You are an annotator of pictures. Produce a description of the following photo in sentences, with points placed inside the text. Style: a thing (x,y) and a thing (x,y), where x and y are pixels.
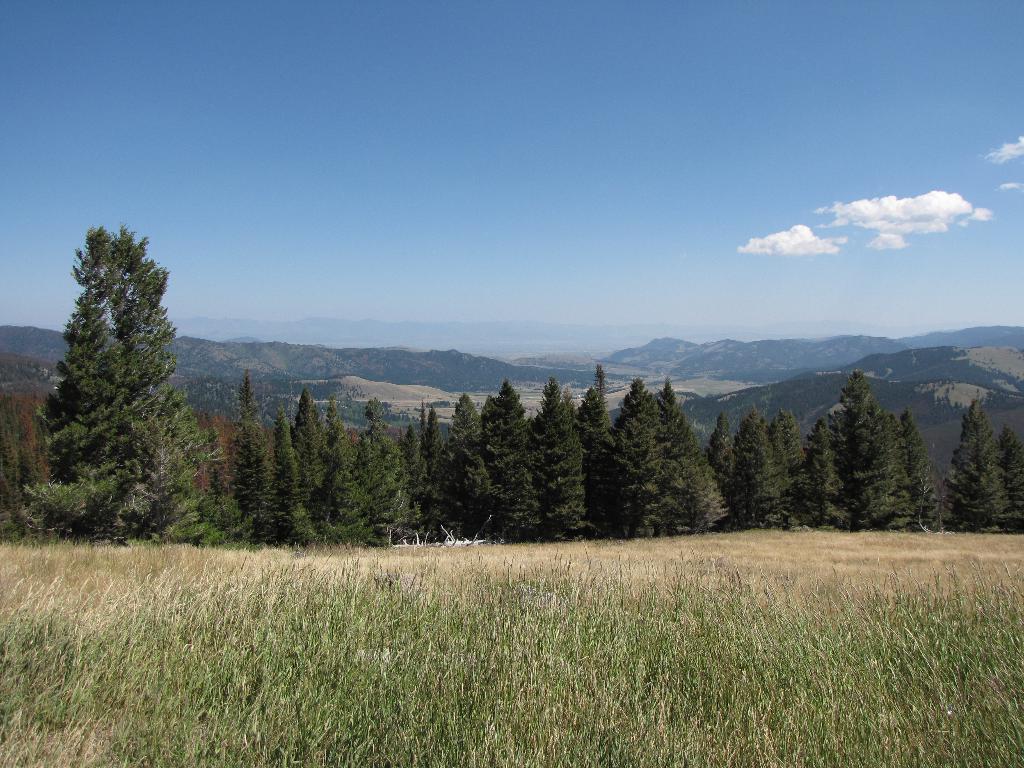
In this image I can see trees (130,362) and grass (641,735) in green color, background (298,324) I can see mountains (944,390) and the sky (525,195) is in blue and white color.
